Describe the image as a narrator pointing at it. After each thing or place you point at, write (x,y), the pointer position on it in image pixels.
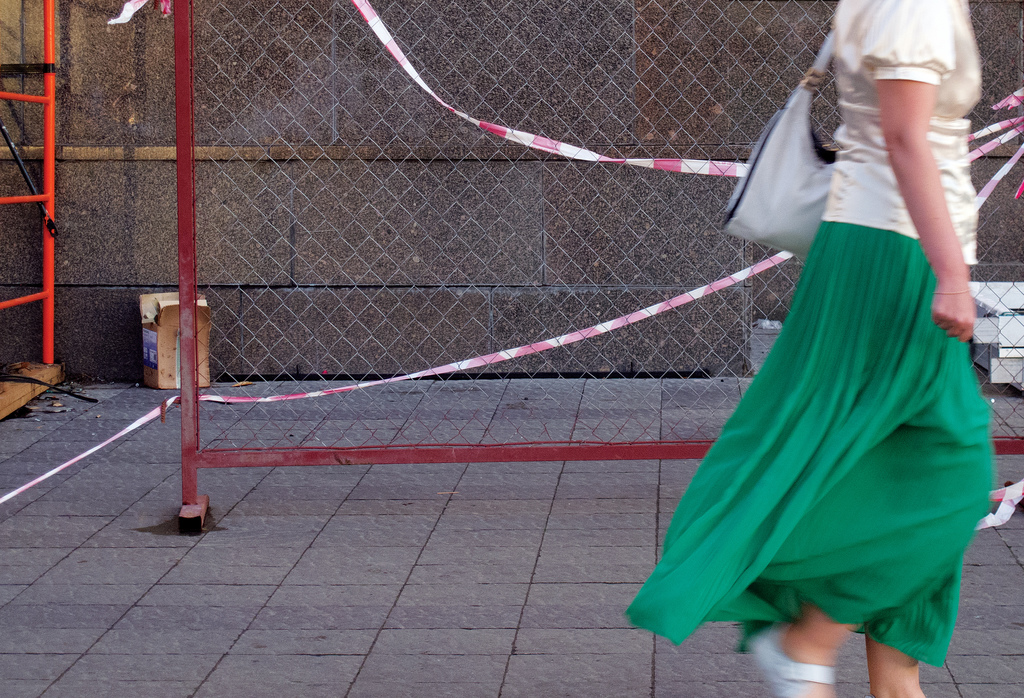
In this image we can see one person (791,375), near that we can see one cardboard box (158,356), we can see the metal fence (566,312), on the left (13,142) we can see an object (48,79), we can see the floor (626,553), we can see the wall (420,117), on the right (1007,302) can see few objects (1010,314).
